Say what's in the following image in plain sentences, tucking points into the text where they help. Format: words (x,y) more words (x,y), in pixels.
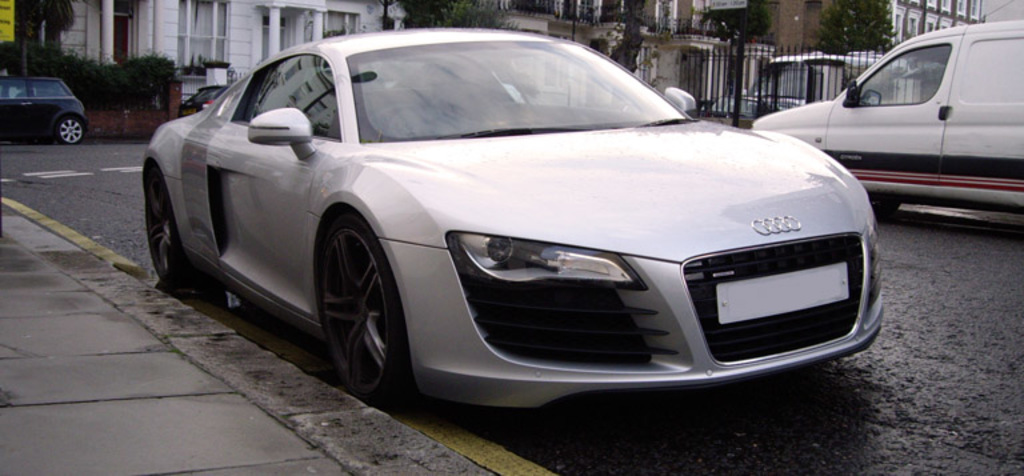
In this image there are cars (363,177) on the road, and in the background (825,74) there are iron grills (782,73), trees (13,55), buildings (524,4).
